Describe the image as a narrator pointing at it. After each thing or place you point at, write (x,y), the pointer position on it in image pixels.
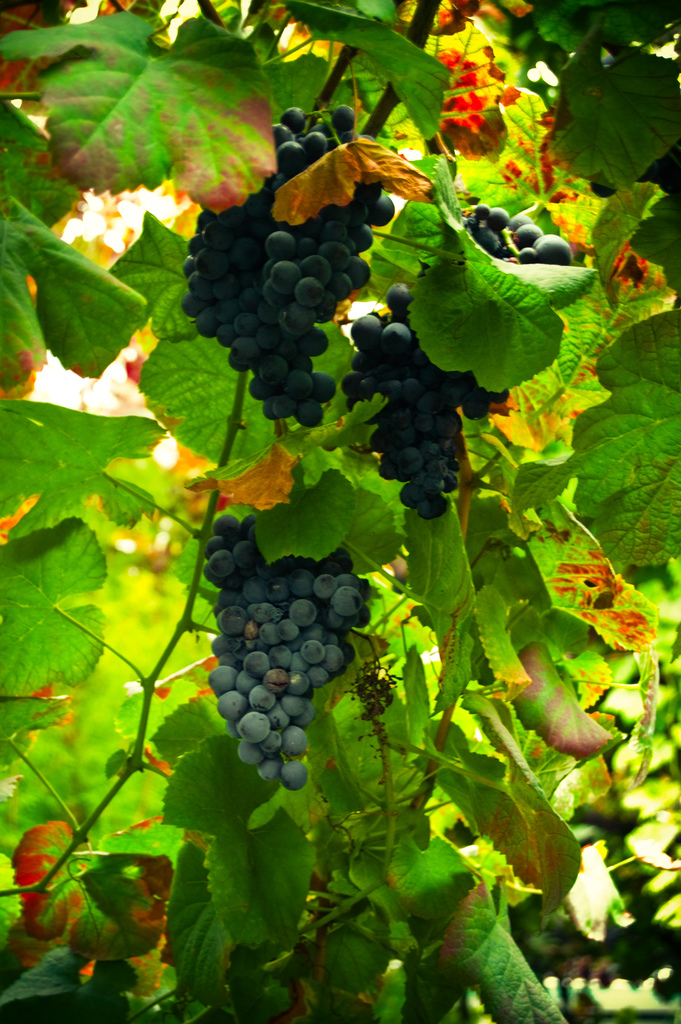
In this image, I can see the bunches of grapes (293,403) hanging to the stems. This looks like a tree (492,122). I can see the leaves (106,295), which are green in color.
